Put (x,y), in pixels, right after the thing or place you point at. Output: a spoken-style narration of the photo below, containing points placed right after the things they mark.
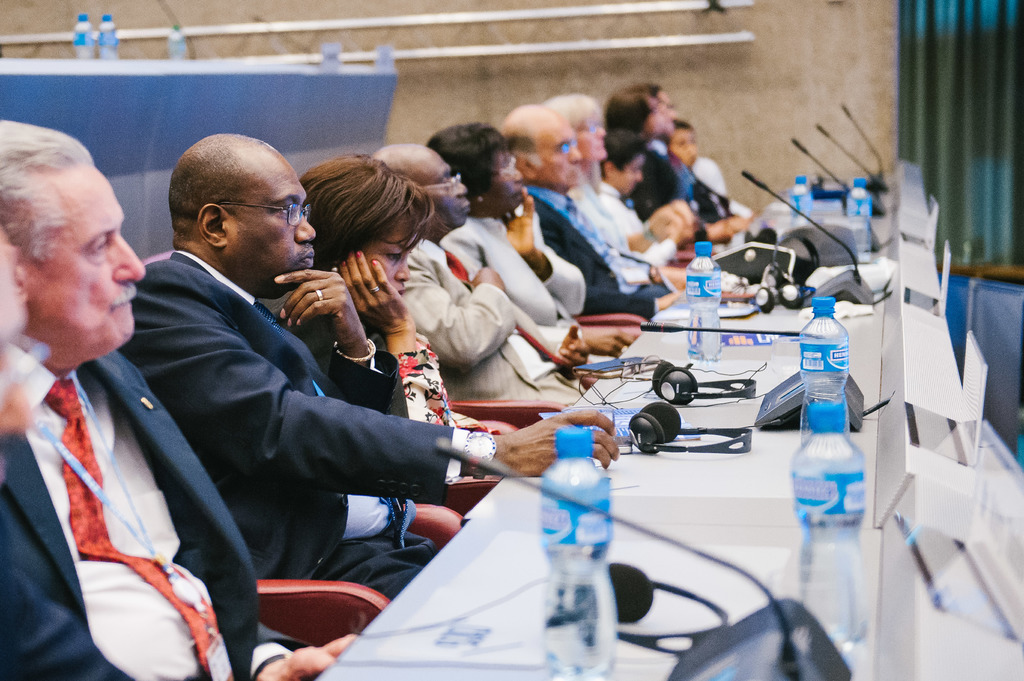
This image is taken indoors. In the background (700,95) there is a wall (512,81) with a curtain (963,78) and there is a table (178,107) with a few water bottles (114,46) on it. At the bottom of the image (659,658) there is a table (649,661) with many mics (743,625), water bottles (572,571), headsets (677,404) and a few things (630,412) on it. In the middle of the image (359,278) many people (246,441) are sitting on the chairs (312,613).
